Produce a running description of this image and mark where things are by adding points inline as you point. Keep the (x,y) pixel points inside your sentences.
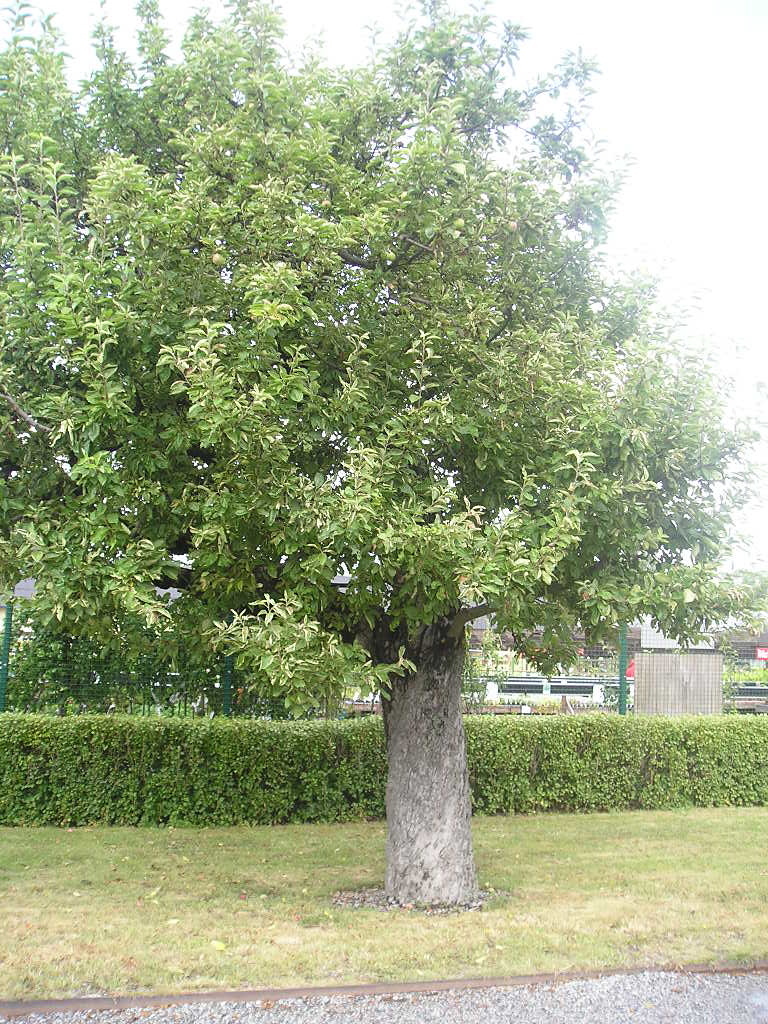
In this picture I can observe a tree (407,837) in the middle of the picture (347,518). In the background (115,795) there are some plants (362,772) on the ground (86,868). I can observe sky (572,27) in the background (655,59).
